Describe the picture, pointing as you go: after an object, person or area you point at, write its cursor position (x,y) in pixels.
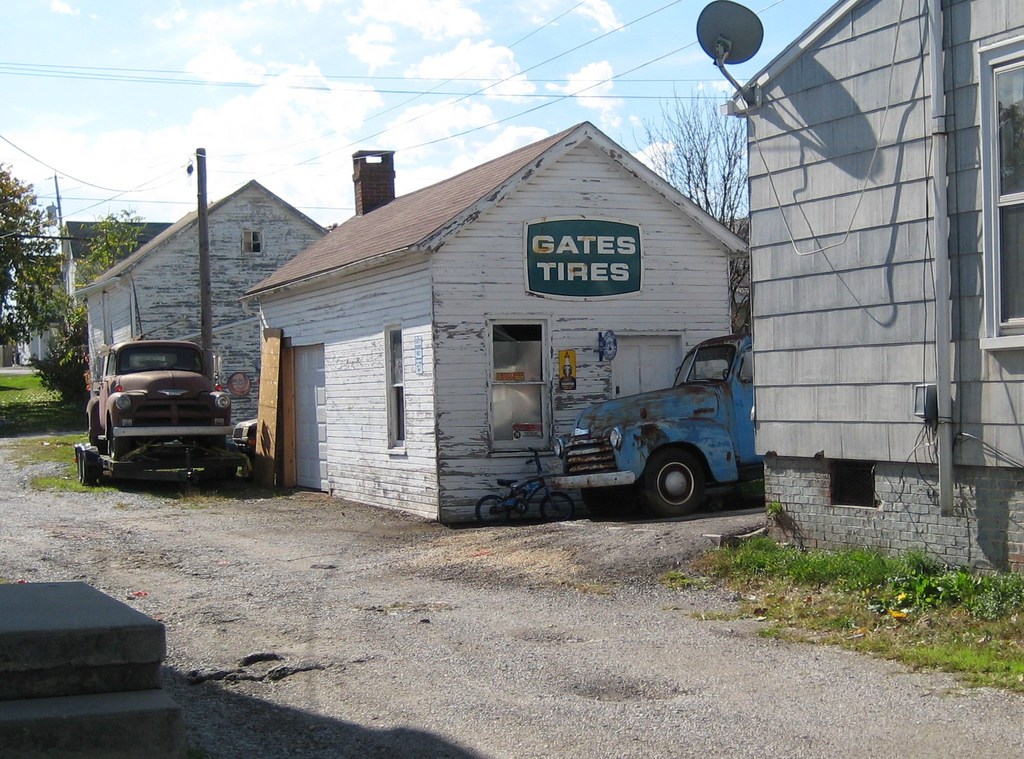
In this picture we can see houses (516,312) here, there are two vehicles (654,438) here, at the right bottom (924,628) we can see grass (909,625), there is a satellite dish (711,18) here, we can see a pole (210,263) here, in the background (66,296) there is a tree (39,272), we can see the sky (246,33) at the top of the picture (206,67).
